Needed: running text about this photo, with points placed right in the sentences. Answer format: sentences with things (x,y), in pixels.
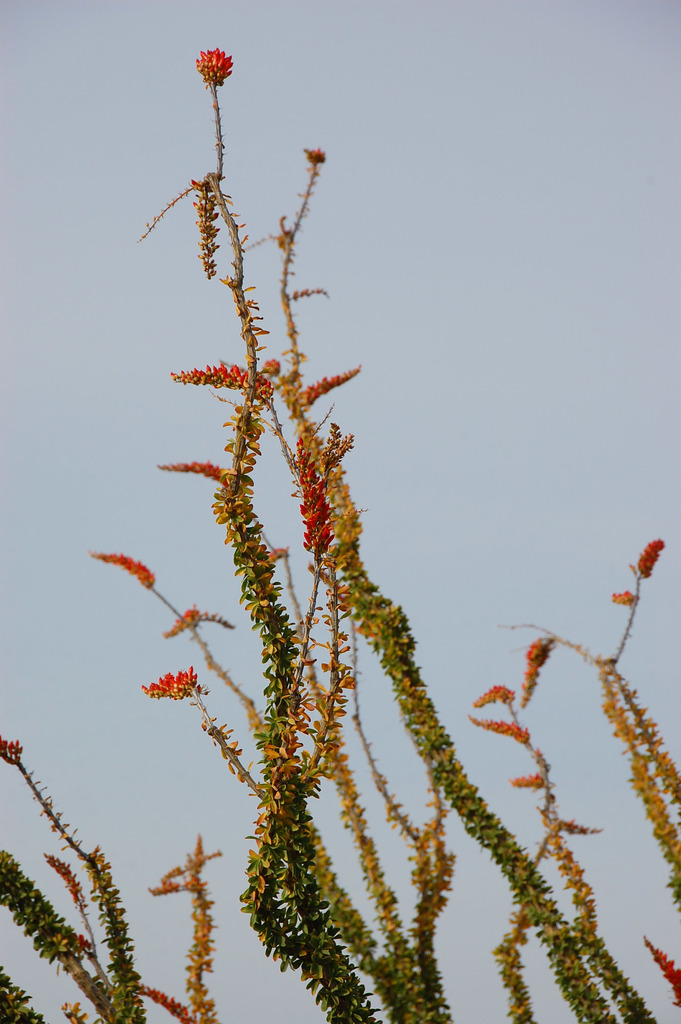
In the picture I can see a plant (360,729) which has few flowers (303,525) on it.
